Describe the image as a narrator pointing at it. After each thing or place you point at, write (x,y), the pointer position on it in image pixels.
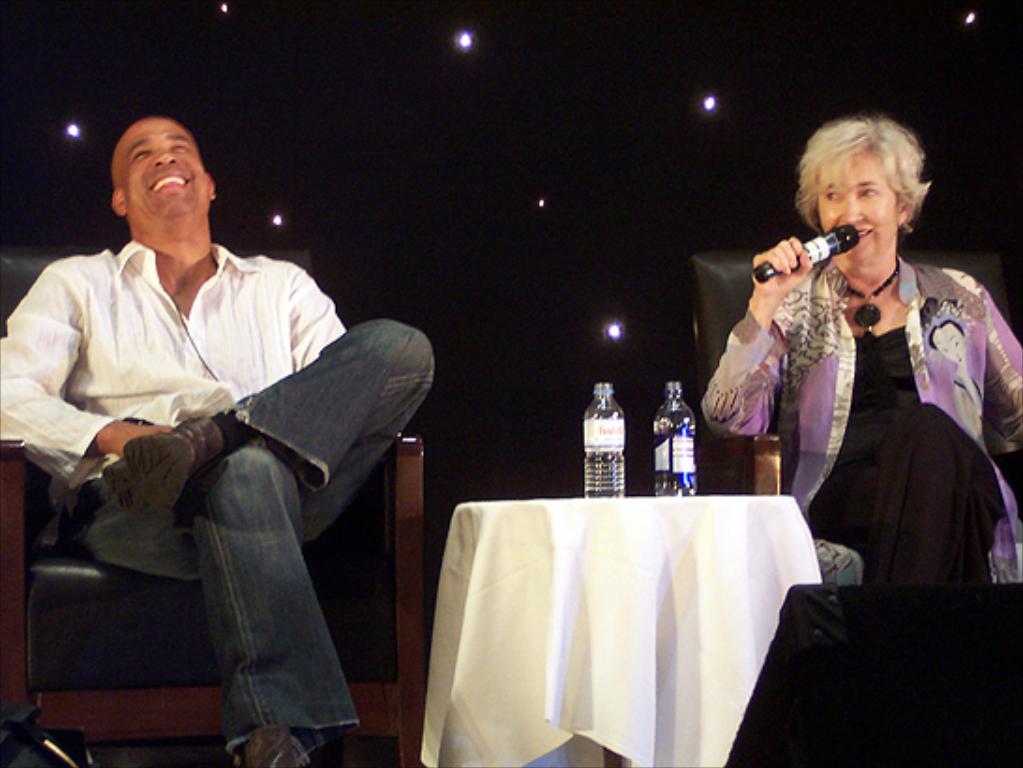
In this image we can see two persons (300,388) sitting on chairs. One person (783,293) is holding a mic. There is a table (681,536) with white cloth (650,533). On that there are bottles (591,433). In the background (319,117) there are lights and it is dark.
